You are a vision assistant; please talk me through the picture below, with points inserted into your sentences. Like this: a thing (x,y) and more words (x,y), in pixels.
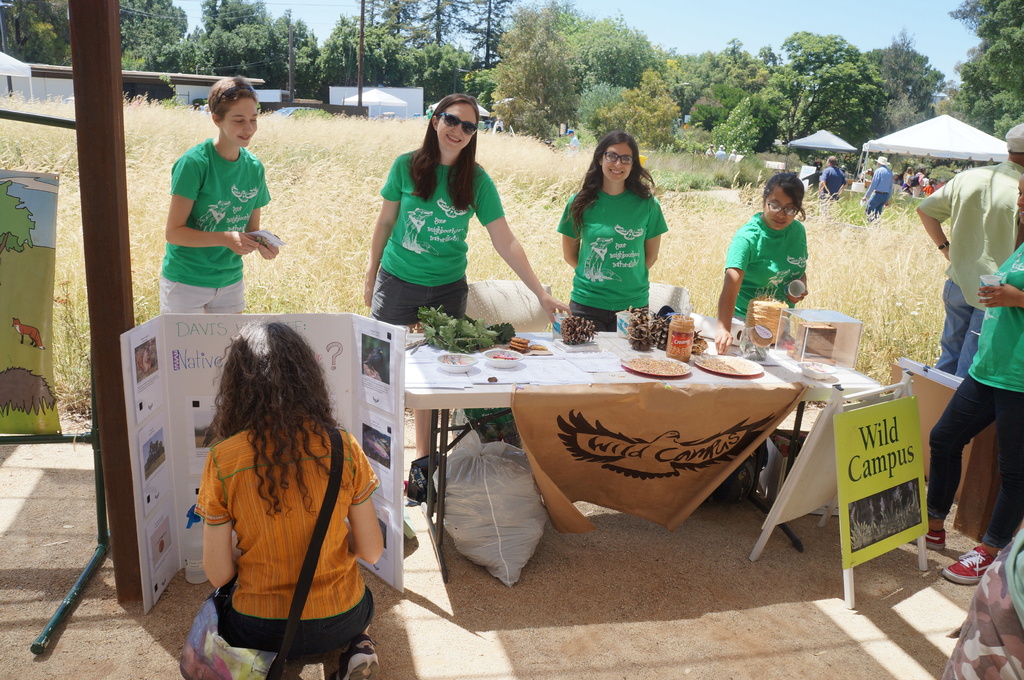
In this image, few peoples (986,260) are standing. Near the table (602,380) and there is a woman (334,604) is at the bottom of the image (314,589). And we can see banners (886,484), board (886,484). There are few items (642,336). On the left side (24,339), we can see a banner (24,314). At the background (618,80), we can see few plants (616,70) and tents (852,147) and sky (721,27).
